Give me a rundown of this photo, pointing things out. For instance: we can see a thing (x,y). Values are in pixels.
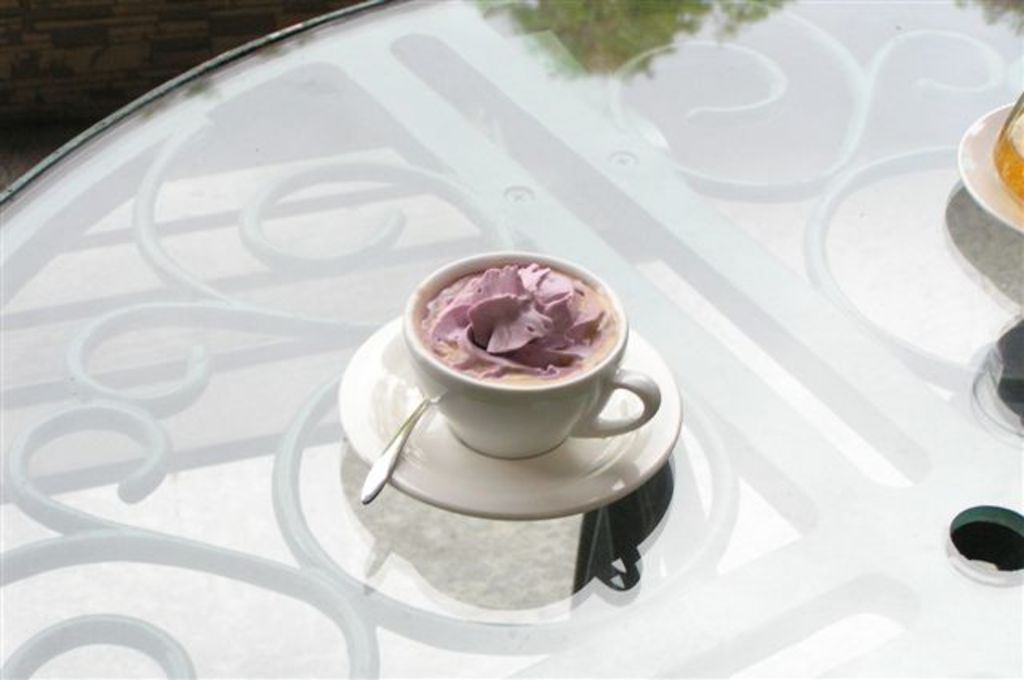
It's an ice cream (565,360) in a cup (493,389) on the table (185,318).
